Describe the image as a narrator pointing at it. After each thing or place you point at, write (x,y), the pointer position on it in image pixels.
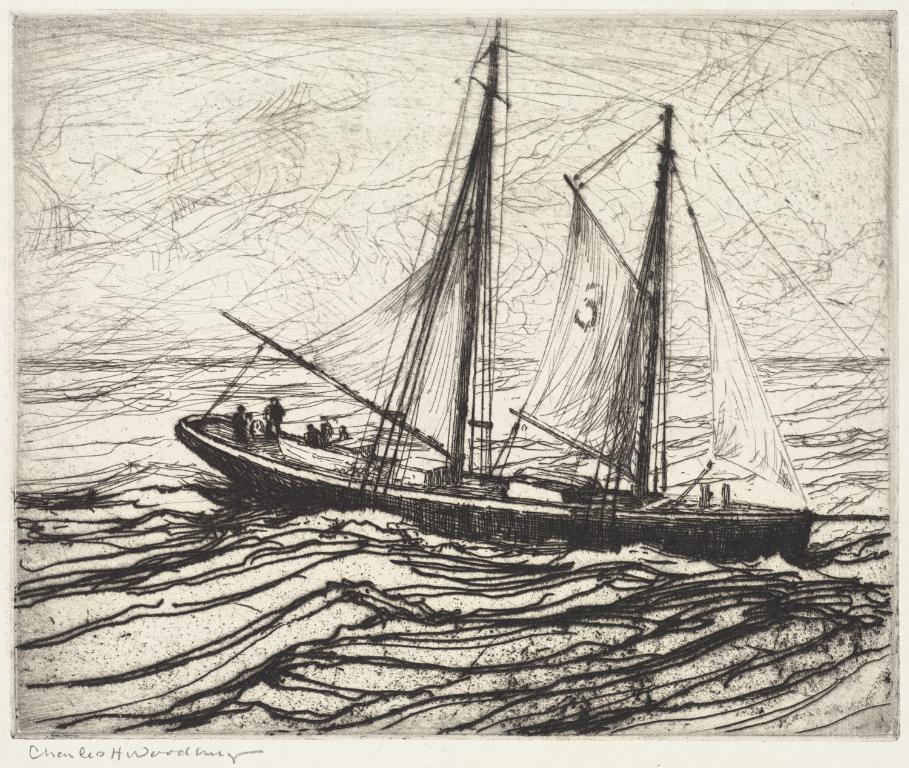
In this picture we can see drawing (395,450) of a boat (574,479) on the water (446,670) with some people (325,430) on it and at the bottom left corner of this picture (134,746) we can see some text (126,750).
